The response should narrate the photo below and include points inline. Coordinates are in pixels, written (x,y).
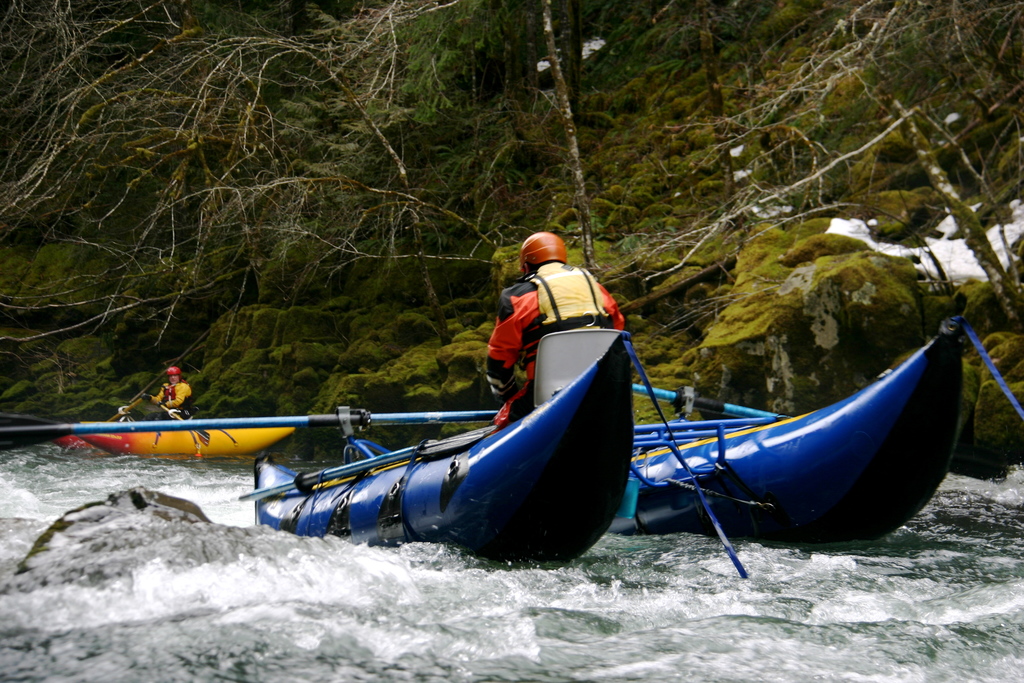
In this picture I can see boats (446,511) on the water (607,532), there are two persons (533,340) sitting on the boats (418,462), there are paddles (321,415), and in the background (437,254) there are trees (1010,251) and plants (873,214).
